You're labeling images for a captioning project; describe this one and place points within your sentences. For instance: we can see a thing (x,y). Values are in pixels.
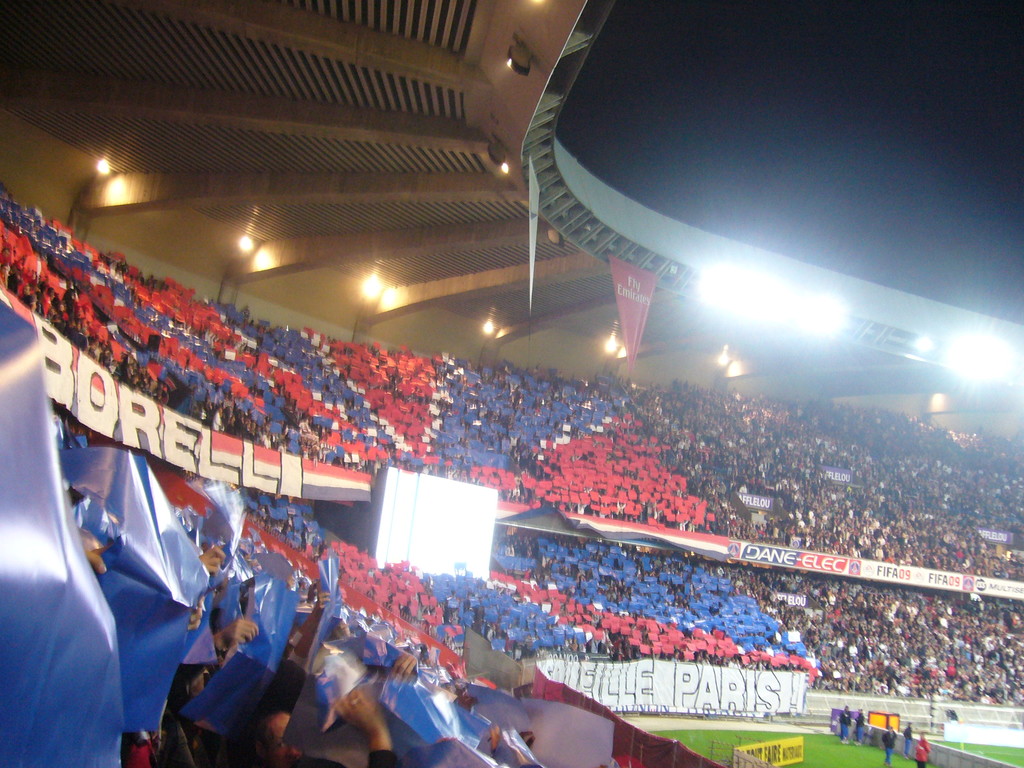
This picture of a stadium (522,268). In this image there are group of people (781,525) holding the papers (27,627). At the bottom right (920,755) there are group of people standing and there are banners (690,690) and there is a pole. At the top (532,251) there are lights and there are banners (648,289) and there is sky (823,118). At the bottom (847,764) there is grass (856,739).
